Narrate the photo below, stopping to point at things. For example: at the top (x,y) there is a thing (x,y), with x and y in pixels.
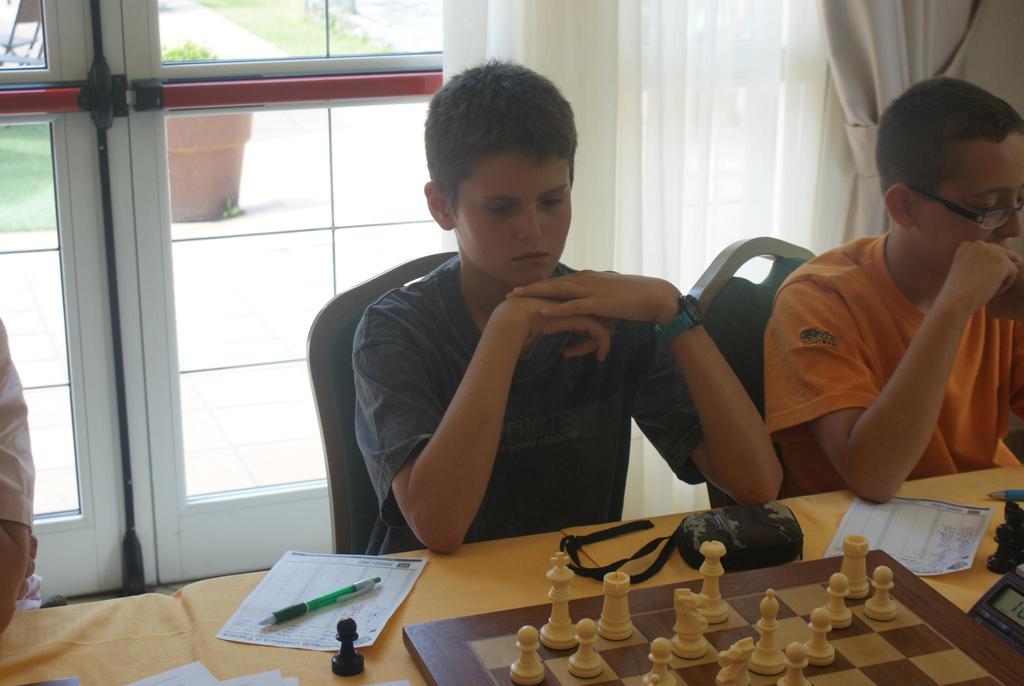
in this image i can see a chess board (809,621), a paper note (373,622) and a pen (300,607) on the table (178,621) and two men (481,404) are sitting on the chairs (327,414). the man (818,341) at the right (818,350) is wearing orange t shirt (848,337). behind them there is white curtain (743,97).
